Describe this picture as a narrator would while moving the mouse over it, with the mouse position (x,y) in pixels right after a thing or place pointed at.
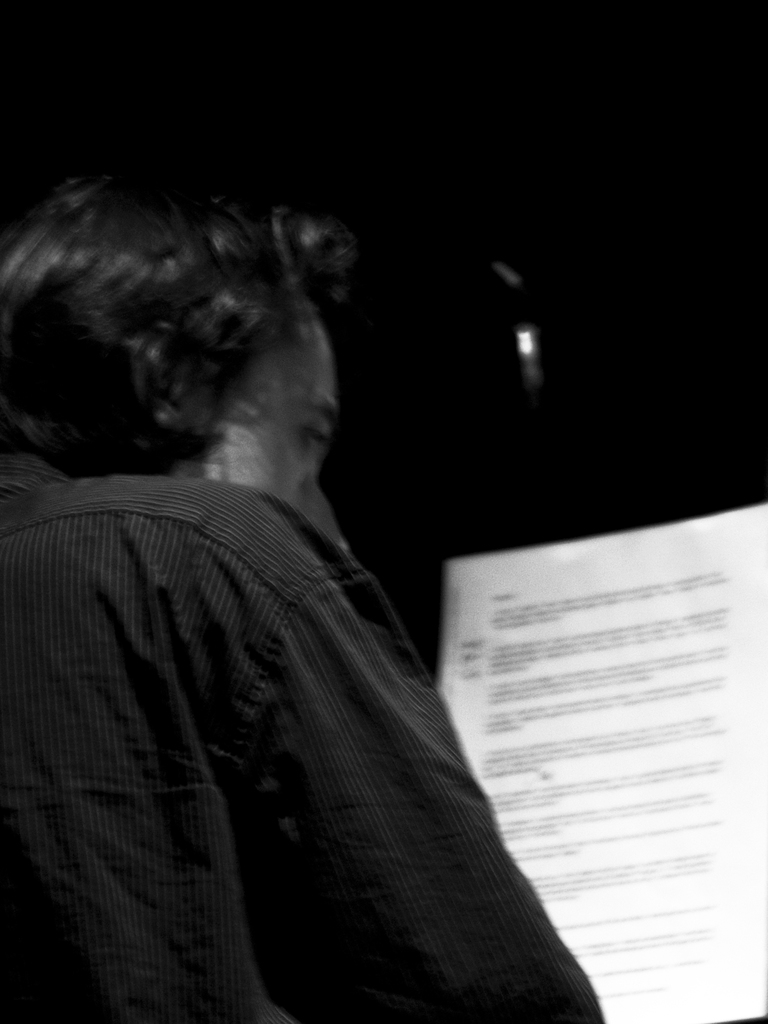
In this picture I can see on the left side (171,461) there is a person (309,602) looking at the paper (621,707), this image is in black and white color.
